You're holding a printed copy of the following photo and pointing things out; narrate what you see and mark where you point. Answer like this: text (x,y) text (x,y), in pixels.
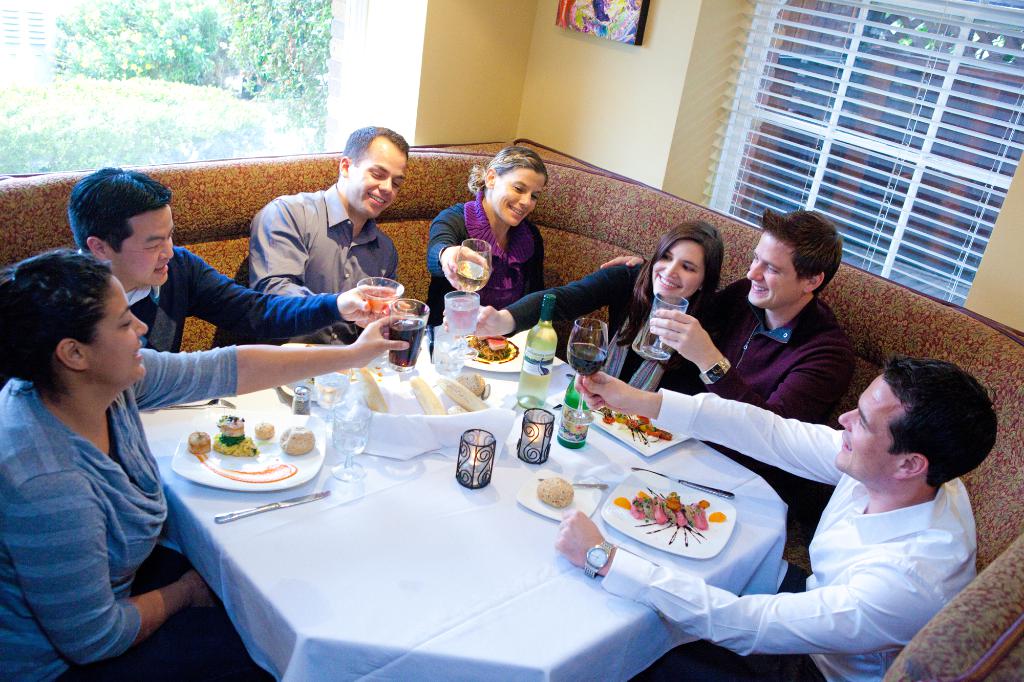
In this image there are group of people (744,398) sitting on the couch (998,407). On the table (488,545) there is plate (474,355), food (472,403), fork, bottle (540,376) and glass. The person (661,320) is holding a glass (650,338). At the back side (269,58) we can see trees (214,64) and a building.
